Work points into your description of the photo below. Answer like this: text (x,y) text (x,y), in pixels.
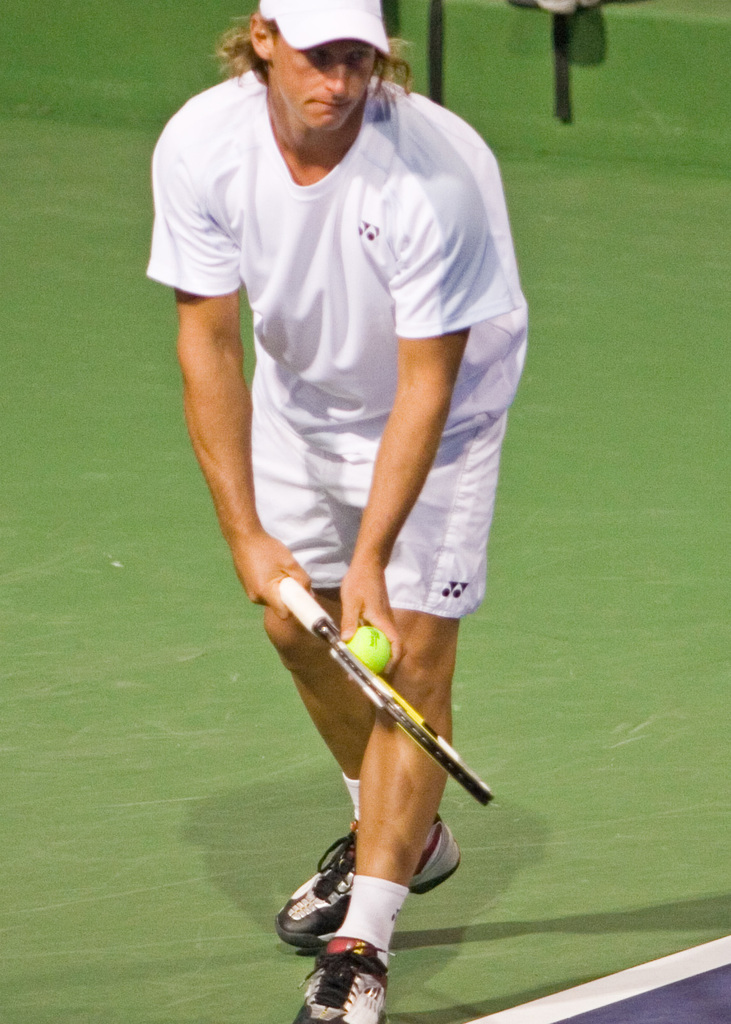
In this picture there is a man (416,354) who is holding a tennis racket (339,646) and a ball (384,657) in his hand (378,607).
